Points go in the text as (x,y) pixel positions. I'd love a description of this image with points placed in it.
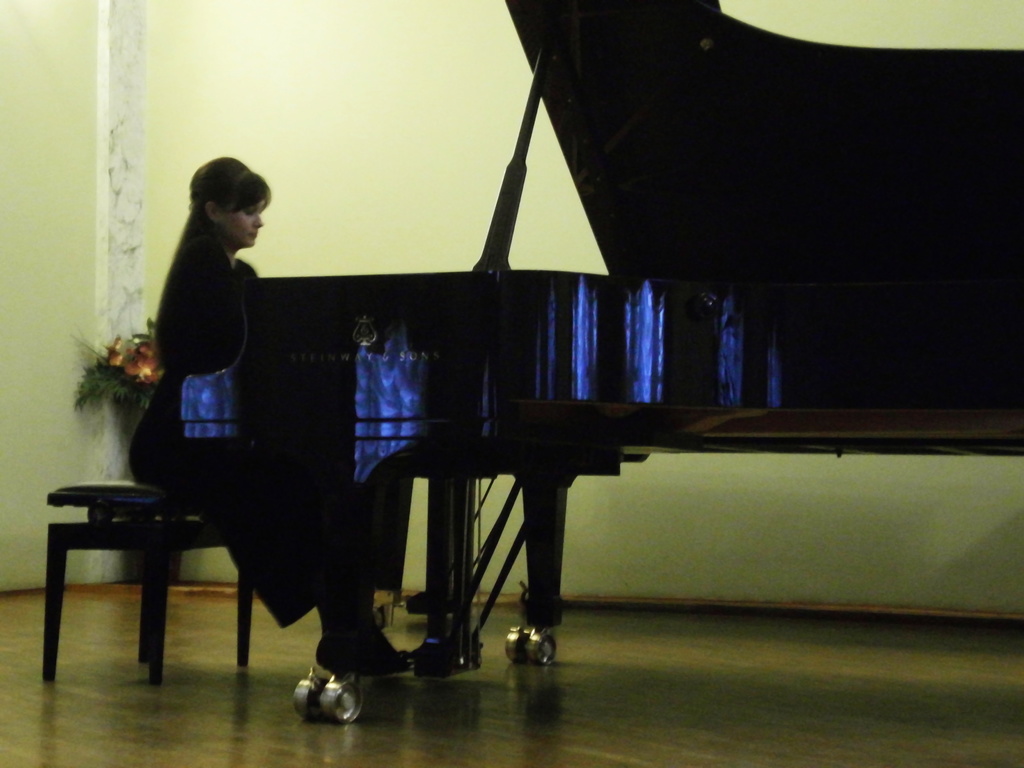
The image is taken in the room (204,108). On the left (197,222) there is a girl (205,298) sitting on the chair (179,529) and playing a piano (464,372). In the background (477,165) there is a wall (369,148) and a decor (141,367).
